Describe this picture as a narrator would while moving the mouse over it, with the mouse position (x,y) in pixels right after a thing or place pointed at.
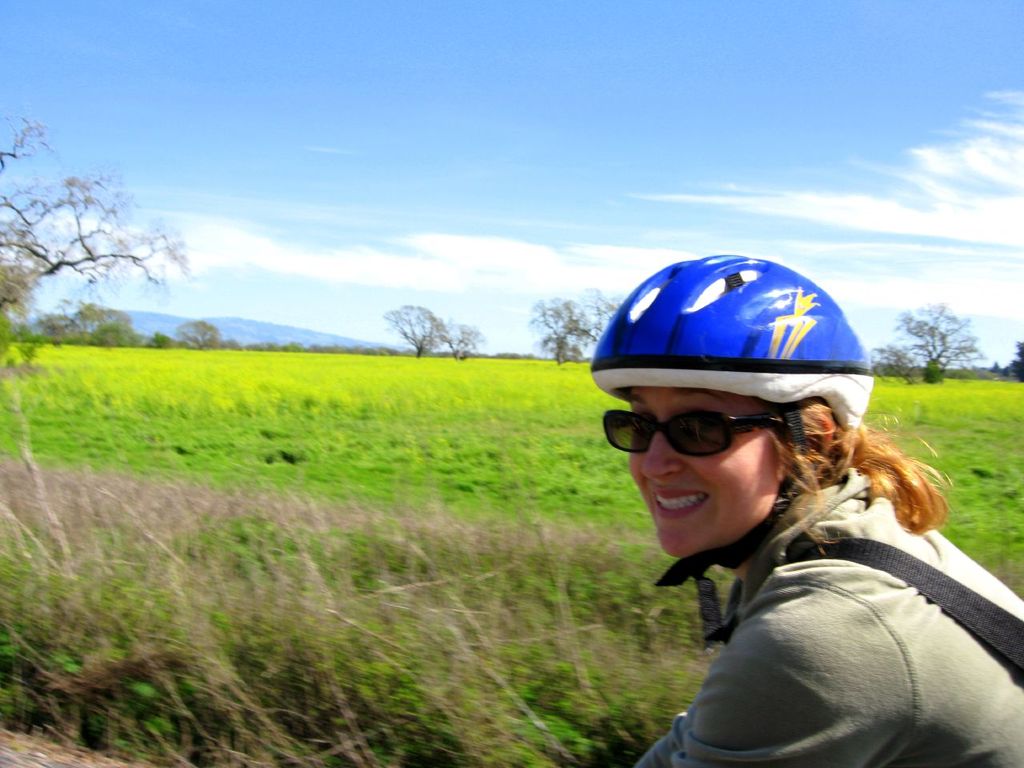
This image is taken outdoors. At the top of the image (257,154) there is a sky (623,261) with clouds (896,211). At the bottom of the image (181,697) there is a ground (352,643) with grass (312,566) and plants (184,690) on it. In the background (4,307) there are a few trees (968,336) and hills (176,317). On the right side of the image (857,419) there is a woman (679,513) with a smiling face (735,518) and she has worn a helmet (749,374).
